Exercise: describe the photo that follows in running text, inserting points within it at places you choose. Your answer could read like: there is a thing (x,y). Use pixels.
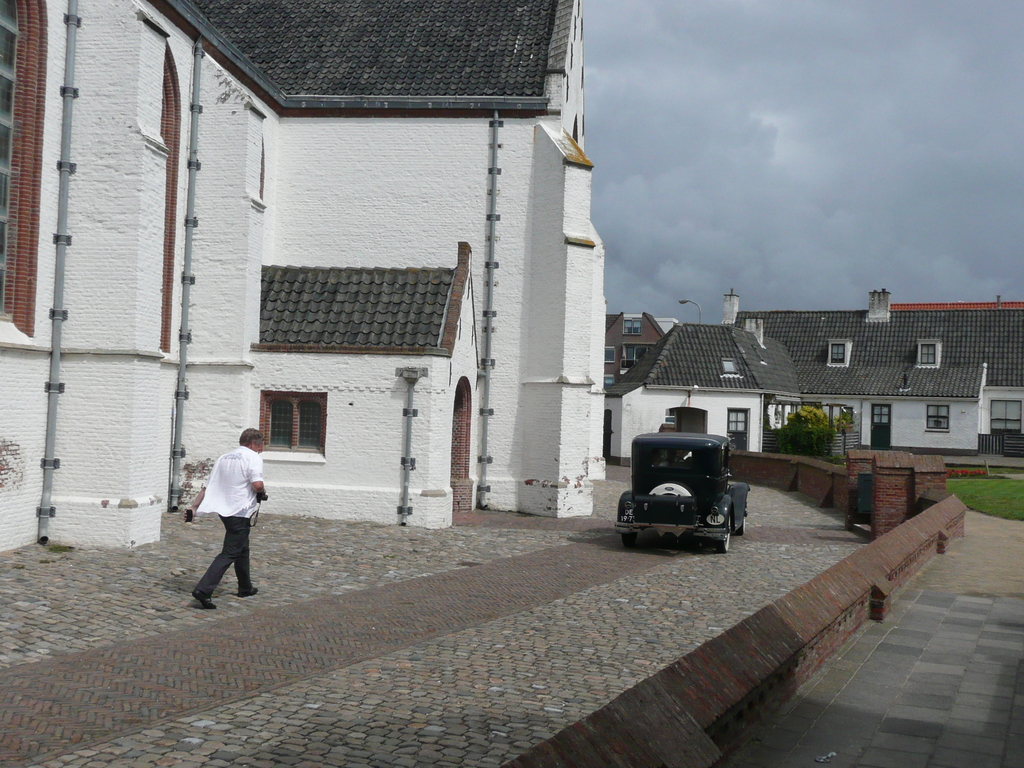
In the foreground (339,594) I can see a person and a vehicle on the road (596,563). In the background (740,421) I can see a building (331,360), houses (652,393), trees (821,445), grass (958,479), fence (926,467) and windows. On the top right (728,68) I can see the sky (909,185). This image is taken during a day.
